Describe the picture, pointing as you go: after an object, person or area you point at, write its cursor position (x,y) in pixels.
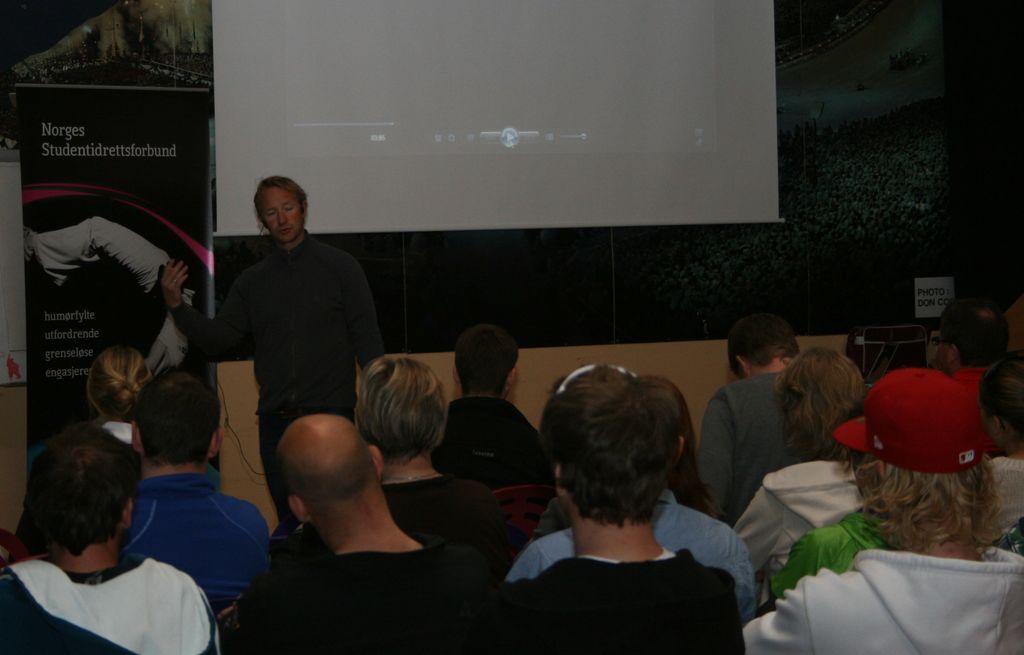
In the picture we can see some people (614,506) are sitting in front of them, we can see a man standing and explaining about something showing with a hand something in the hoarding (119,131) beside him and behind him we can see a screen (344,108) to the wall (62,29).
